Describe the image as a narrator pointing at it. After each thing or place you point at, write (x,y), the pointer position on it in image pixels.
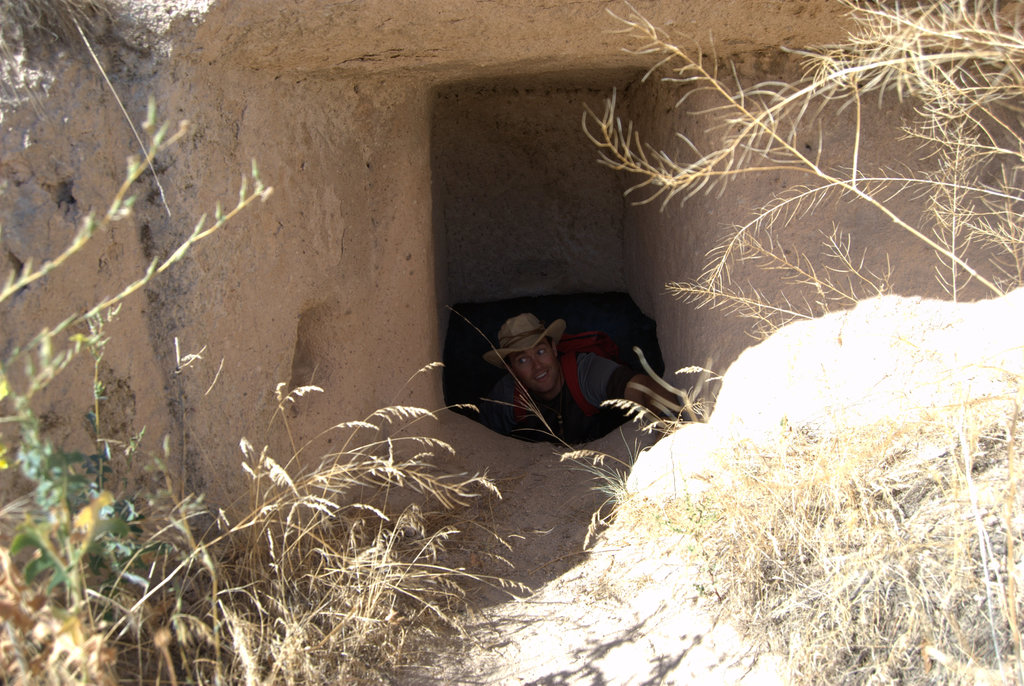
In this image there is a cave (617,341), there is a man (561,359) inside a cave (596,312), he is wearing a hat (536,336), he is wearing a bag (588,334), there are plants (295,580) towards the bottom of the image (9,489), there is a wall (806,225).
